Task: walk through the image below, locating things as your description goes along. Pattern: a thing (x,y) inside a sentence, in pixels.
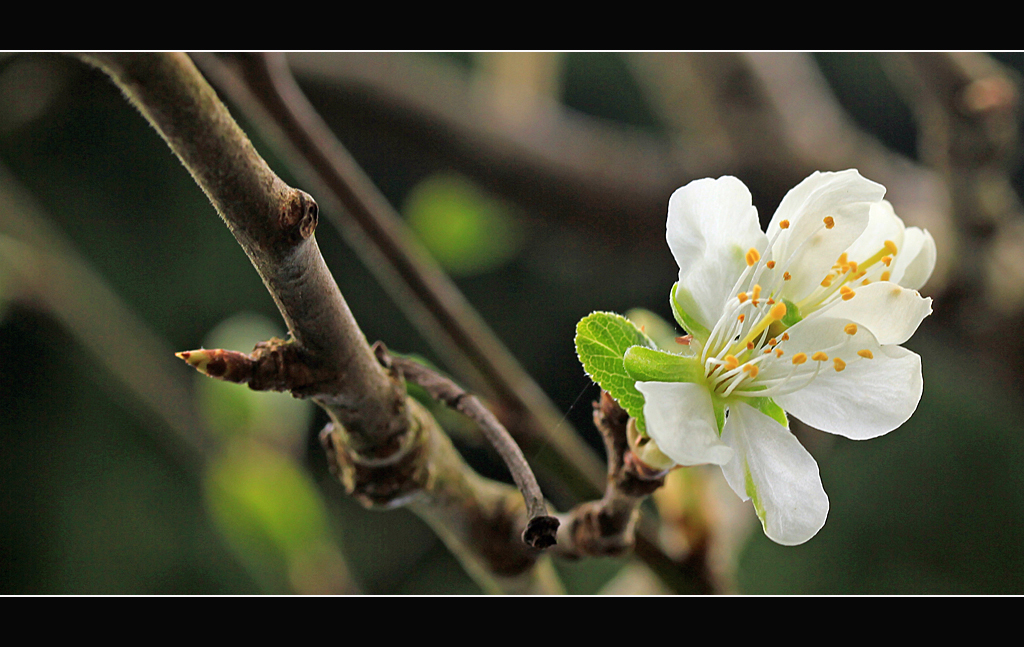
This is a photo and here we can see a stem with flower (665,352) and leaves (638,347).
